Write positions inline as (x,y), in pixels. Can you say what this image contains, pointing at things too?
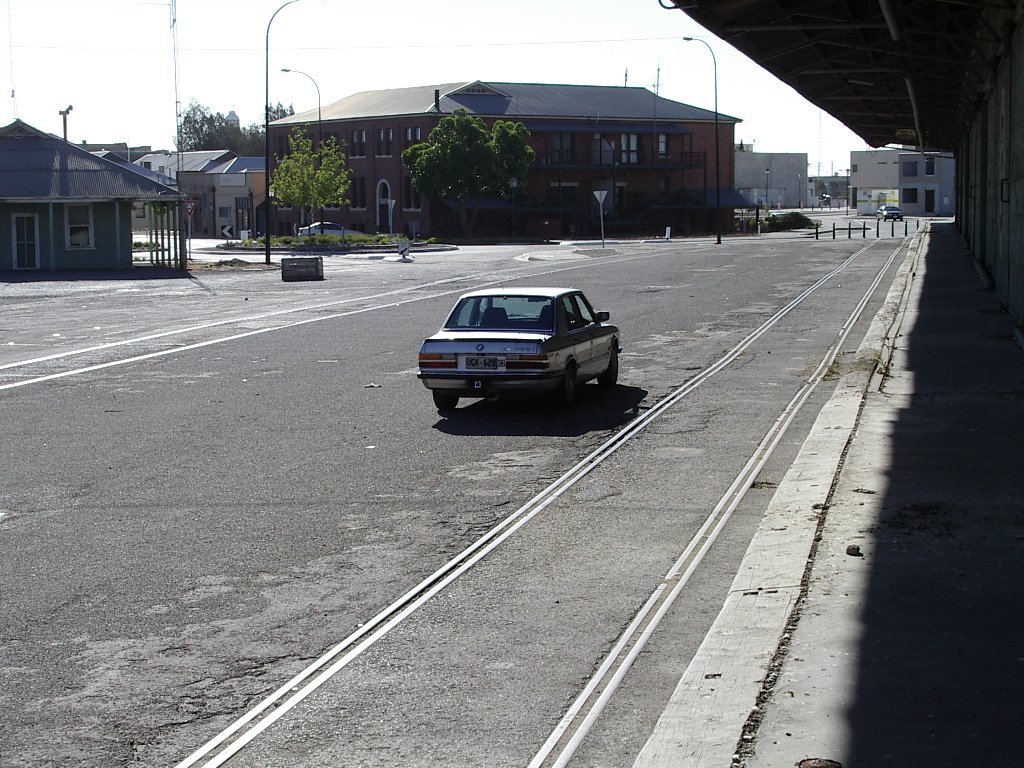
A car (583,372) is moving on the road (644,375), in the middle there are trees (463,203) and back side of it. There are houses (624,107).
